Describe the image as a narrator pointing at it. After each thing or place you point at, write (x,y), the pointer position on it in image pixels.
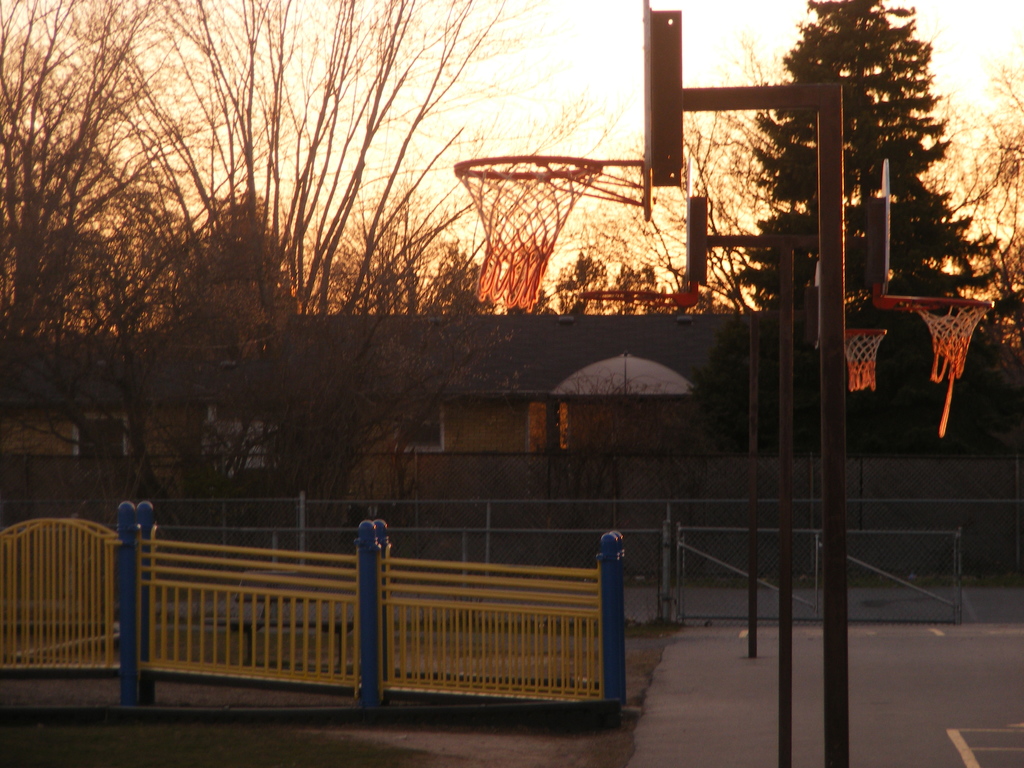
In this image we can see sky (517,78), trees (352,246), buildings (570,328), poles (782,690), basketball nets (536,281), iron grills (607,613), ground (396,752) and floor (775,740).
